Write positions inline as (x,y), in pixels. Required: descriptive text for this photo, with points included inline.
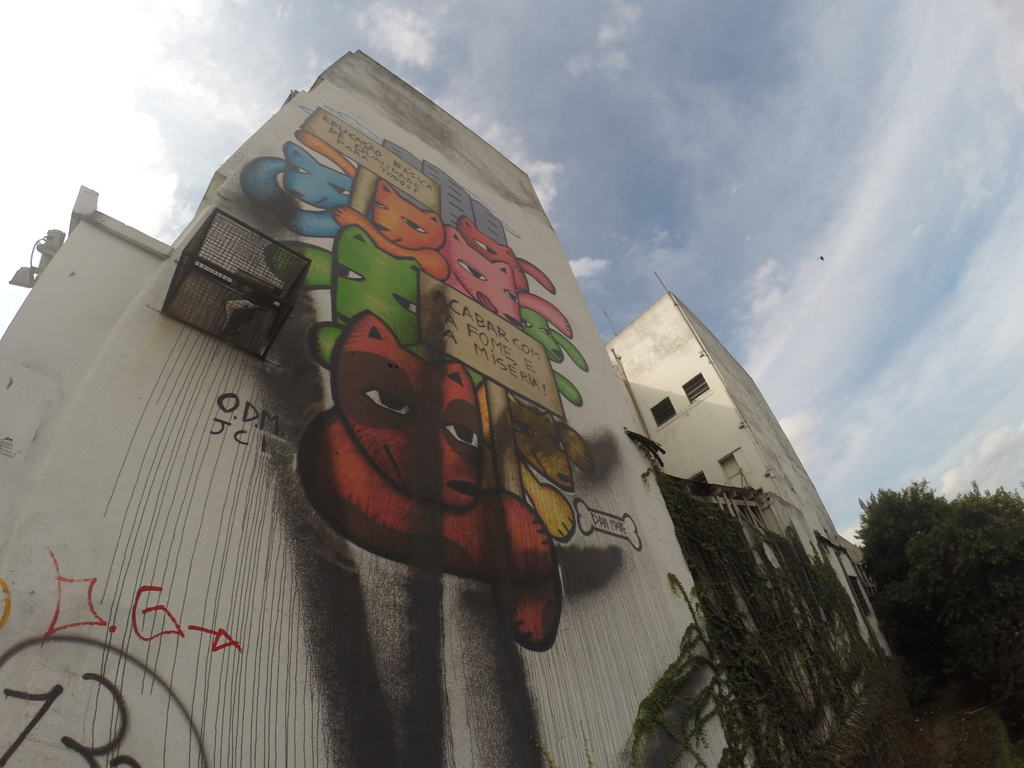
Here in this picture we can see buildings (649,384) with windows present over a place and in the front (405,567) we can see graffiti painting (389,165) on the building (370,166) and we can also see plants (853,748) and trees (908,553) present and we can see clouds (690,152) in the sky (600,180).
